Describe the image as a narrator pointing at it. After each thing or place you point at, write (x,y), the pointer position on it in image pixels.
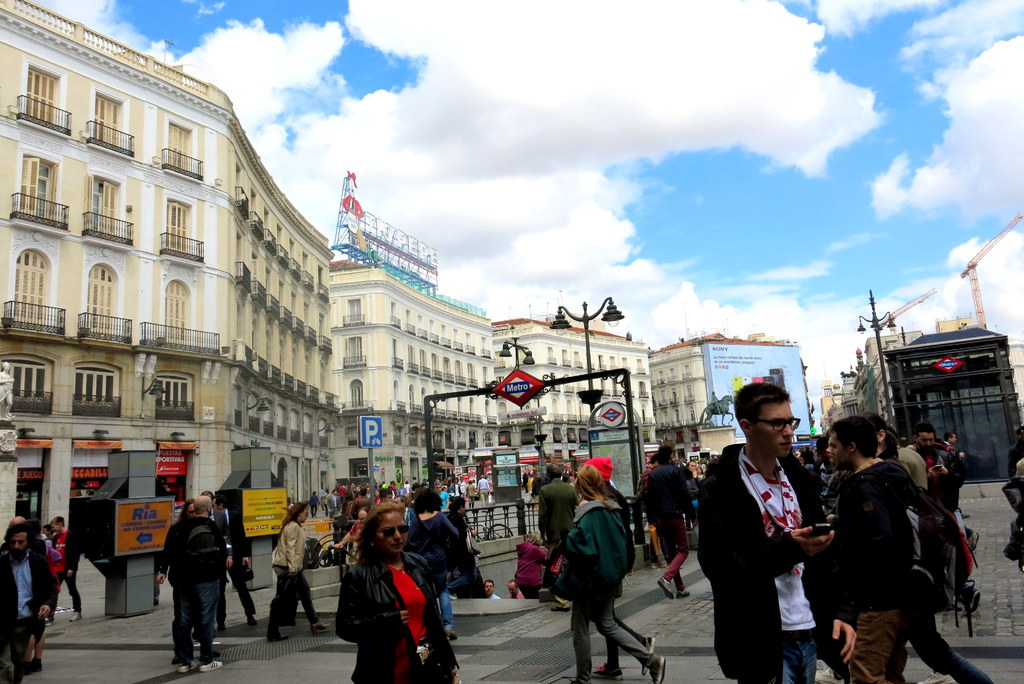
On the bottom (703,479) we can see the group of persons (851,440) walking on the street (686,662). Beside the sign board (622,475) we can see fencing (518,508) and bicycle (497,535). In the background (731,411) we can see the statue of the horse (710,402) and man (718,409). Beside that we can see the building (865,357) and advertisement board (746,376). At the top (519,160) we can see sky (408,68) and clouds (502,125).
